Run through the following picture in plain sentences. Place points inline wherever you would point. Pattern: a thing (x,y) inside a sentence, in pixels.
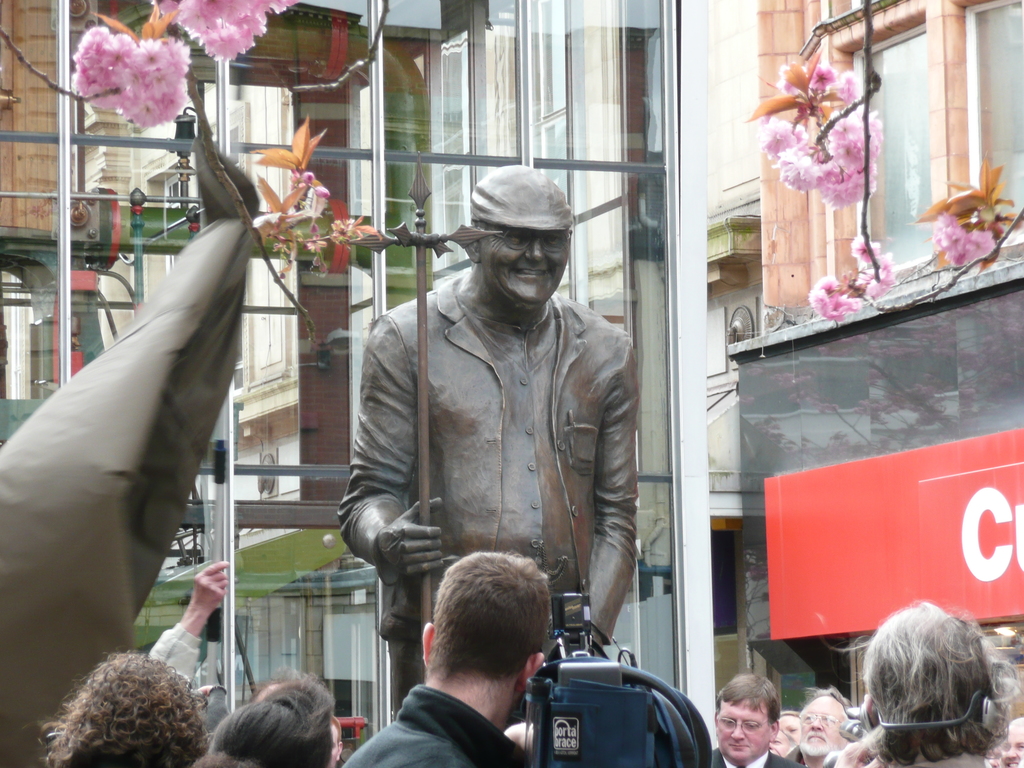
In this picture we can see a group of people (739,746), flowers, statue of a person (495,543) smiling and some objects (116,400) and in the background (72,155) we can see buildings (690,54).
